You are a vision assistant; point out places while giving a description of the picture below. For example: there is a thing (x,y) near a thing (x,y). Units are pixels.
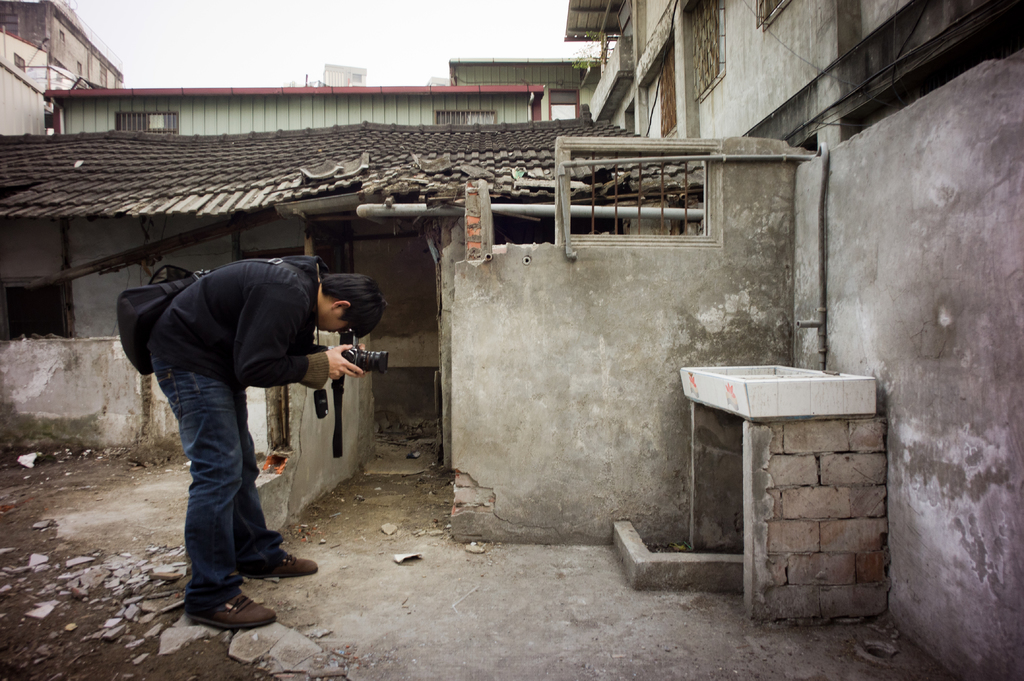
In this image I see the buildings (762,30) and I see the path (296,551) and I see a man (228,366) over here who is holding a camera (346,352) in his hands (330,361) and I see he is wearing a bag (156,307). In the background (288,21) I see the sky (376,16).
